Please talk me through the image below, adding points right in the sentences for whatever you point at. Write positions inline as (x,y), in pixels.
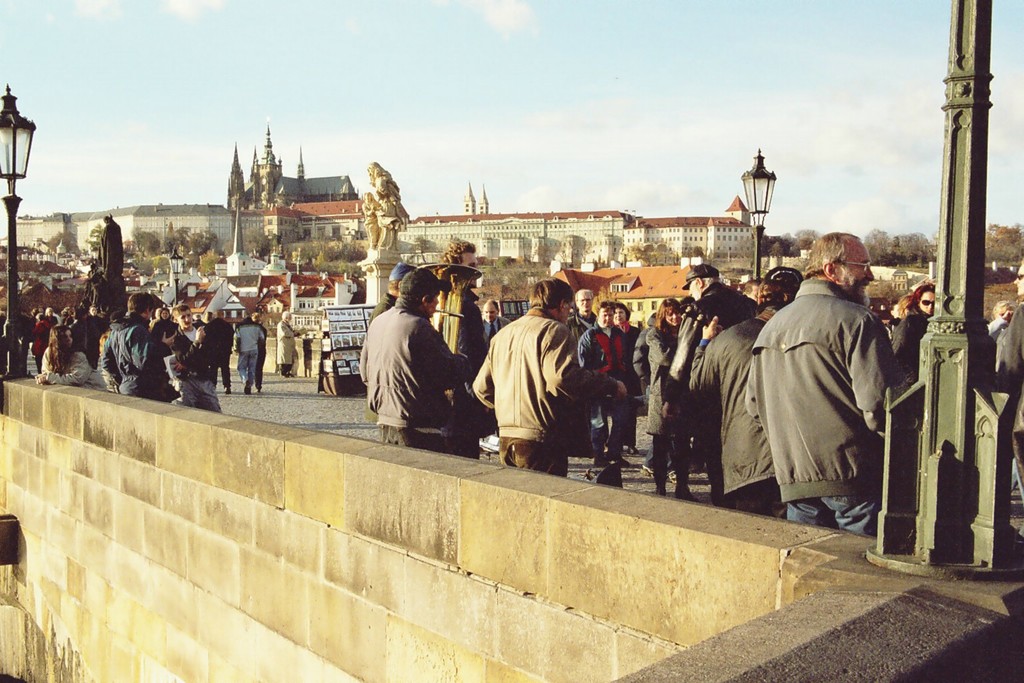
In front of the image there is a wall (454,541). There are light poles (1009,518). There are books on the rack (333,350). There are people (999,317) standing on the road (631,463). There are statues (393,235). In the background of the image (534,260) there are buildings (425,225), trees (291,259). At the top of the image (495,61) there are clouds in the sky (626,72).
